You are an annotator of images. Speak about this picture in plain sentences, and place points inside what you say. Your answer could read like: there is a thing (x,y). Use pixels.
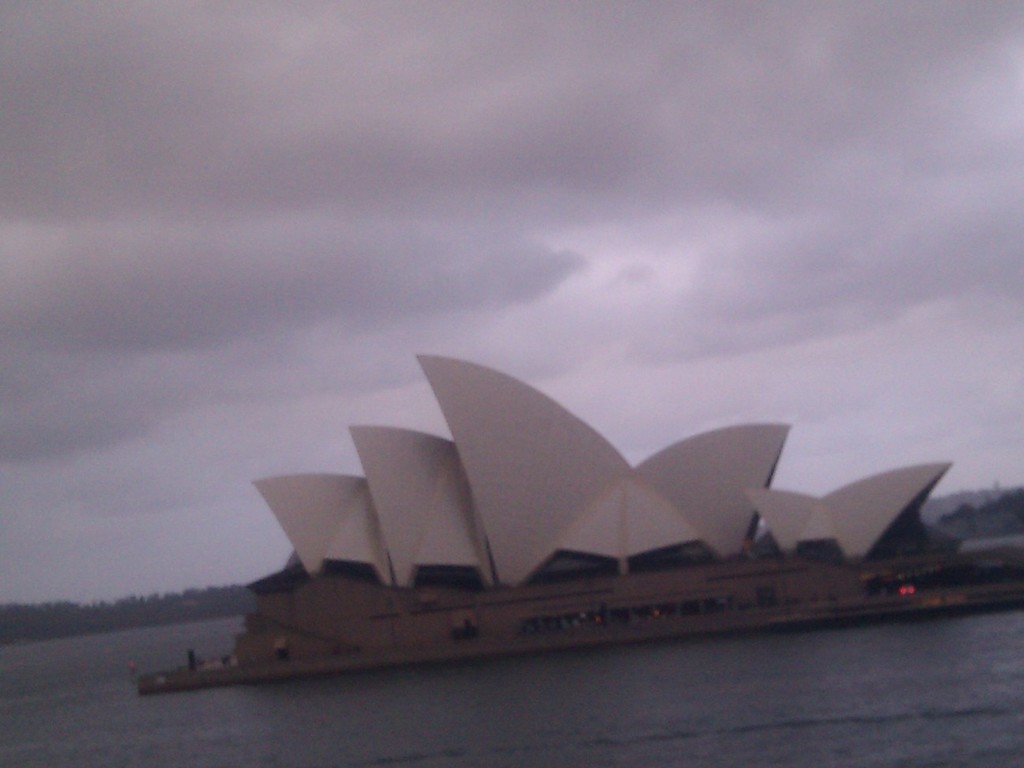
In this image, we can see Sydney opera house (571,511). At the bottom (681,705), we can see the sea (171,696). Background (1015,489) there are few trees (1012,506), and cloudy sky (481,319).
